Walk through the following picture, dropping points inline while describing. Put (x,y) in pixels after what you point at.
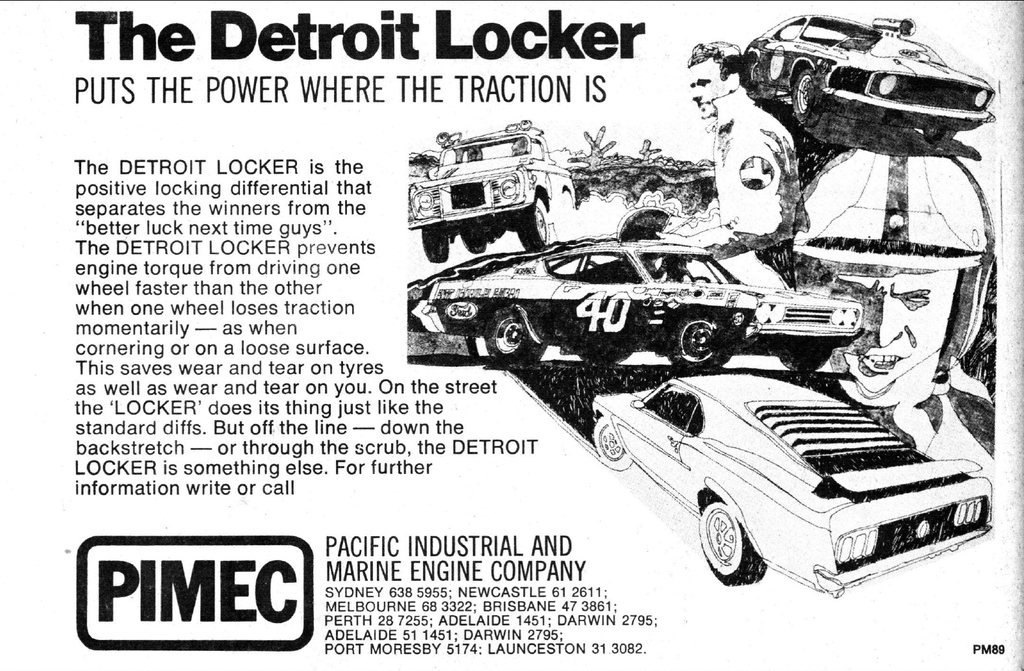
In the image there is black and white picture of two men (799,215) and cars (786,458) on the right side (814,132) with text (337,96) on the left side (221,379).
